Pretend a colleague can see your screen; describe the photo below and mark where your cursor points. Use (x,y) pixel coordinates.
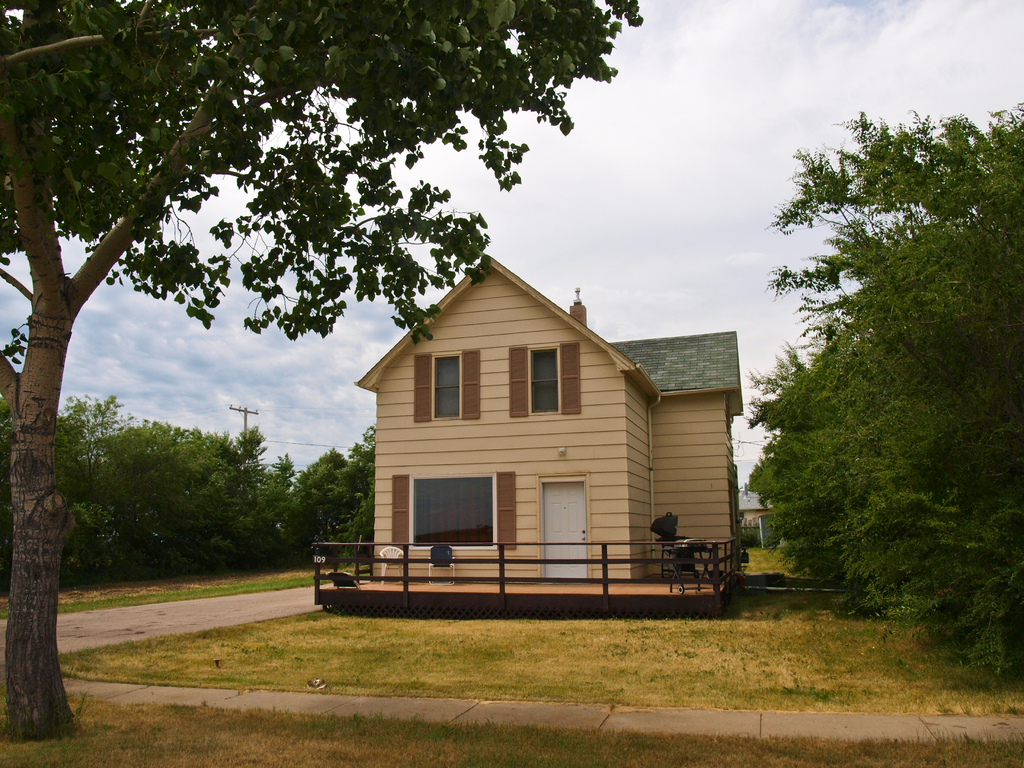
In this image in the middle (567,456) there is a building (515,490). There is fence (316,554) around the building (629,565). Here there are chairs (397,557). This is a path (73,635). On both sides of the building (501,537) there are trees (961,471). The sky (292,370) is cloudy.
